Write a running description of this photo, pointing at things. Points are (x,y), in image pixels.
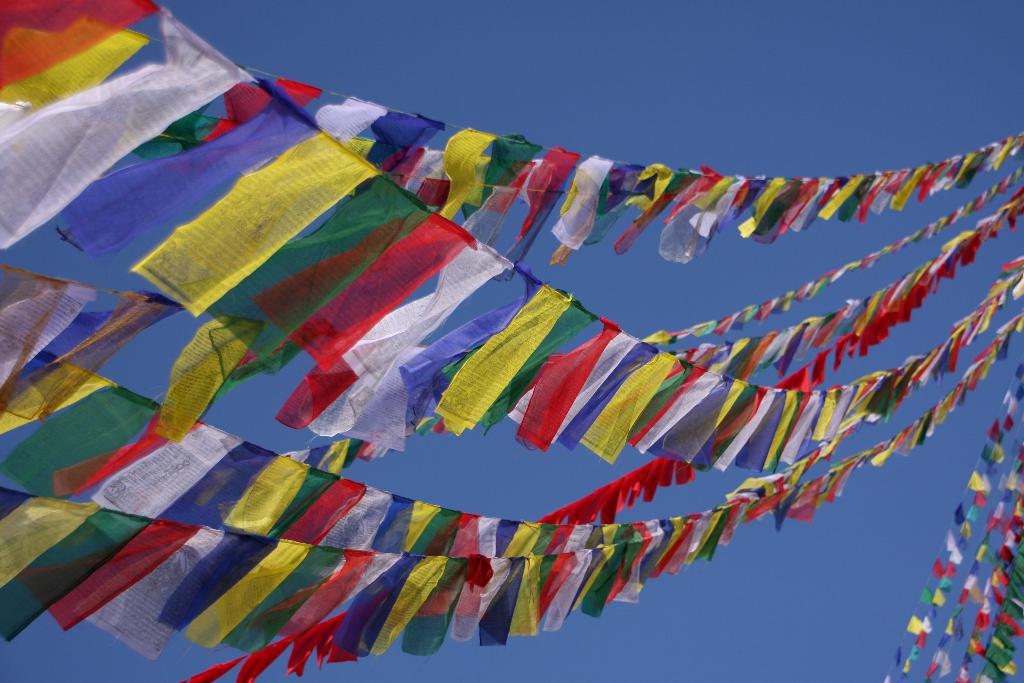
In the picture we can see a color decoration ribbons (54,468) which are tied to the thread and in the background (679,291) we can see a sky (575,488).
